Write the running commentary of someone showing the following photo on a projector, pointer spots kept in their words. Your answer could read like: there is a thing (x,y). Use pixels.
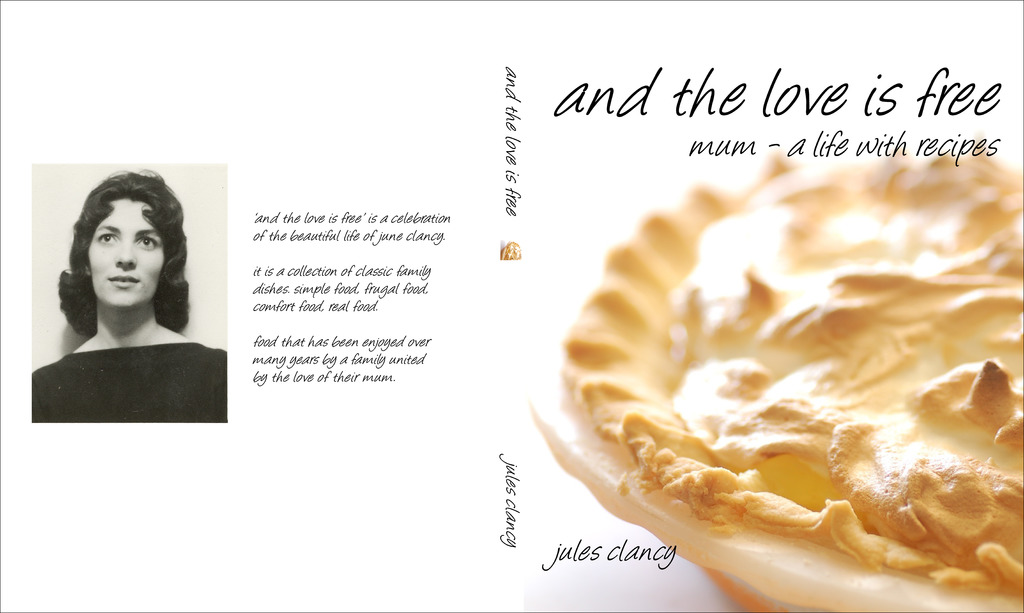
In this picture there is a poster (668,364) in the image, on which there is a photo (48,250) of a lady (150,304), on the left side of the image (164,305) and there is a bowl (730,574) on the right side of the image (699,544), on the poster (624,174).
